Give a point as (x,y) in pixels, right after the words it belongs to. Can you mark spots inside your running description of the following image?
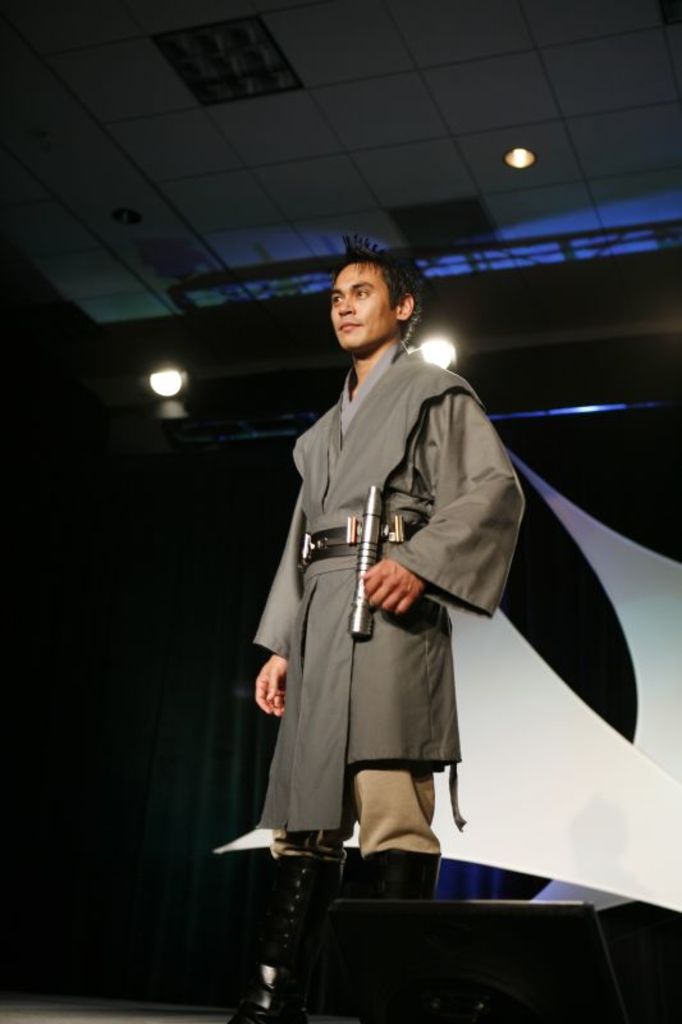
In this image, we can see a person (387,349) standing, there is a dark background (19,514), we can see some lights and the roof (299,144).
